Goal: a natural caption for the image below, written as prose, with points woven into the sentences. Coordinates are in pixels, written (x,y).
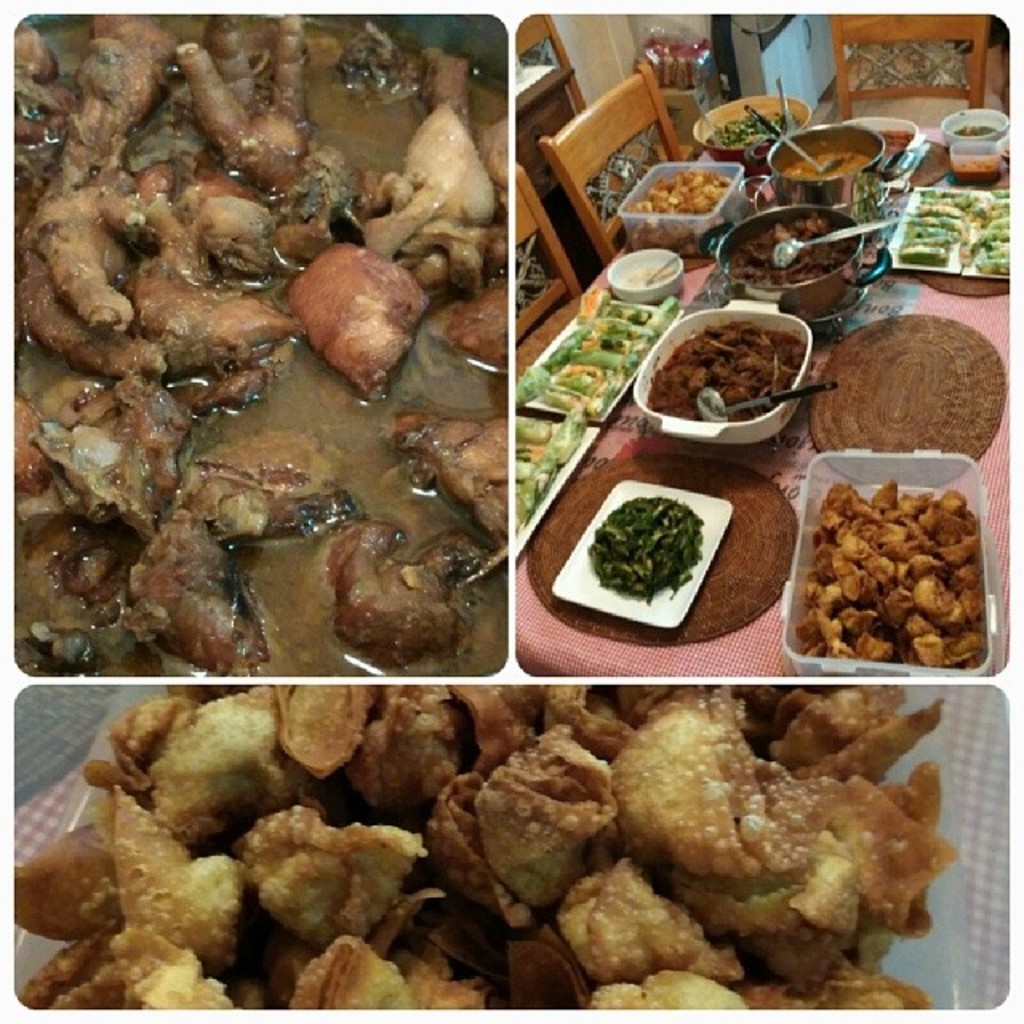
This is a collage image. This looks like a curry (235,282), which is made of meat (360,282) and few other ingredients (426,511). This is another food item (567,830). I can see a dining table (561,648) with the dining mats (734,524), bowls (671,426), plates (690,597) and few other ingredients (794,195) filled with food (690,538). These are the chairs (856,32).
